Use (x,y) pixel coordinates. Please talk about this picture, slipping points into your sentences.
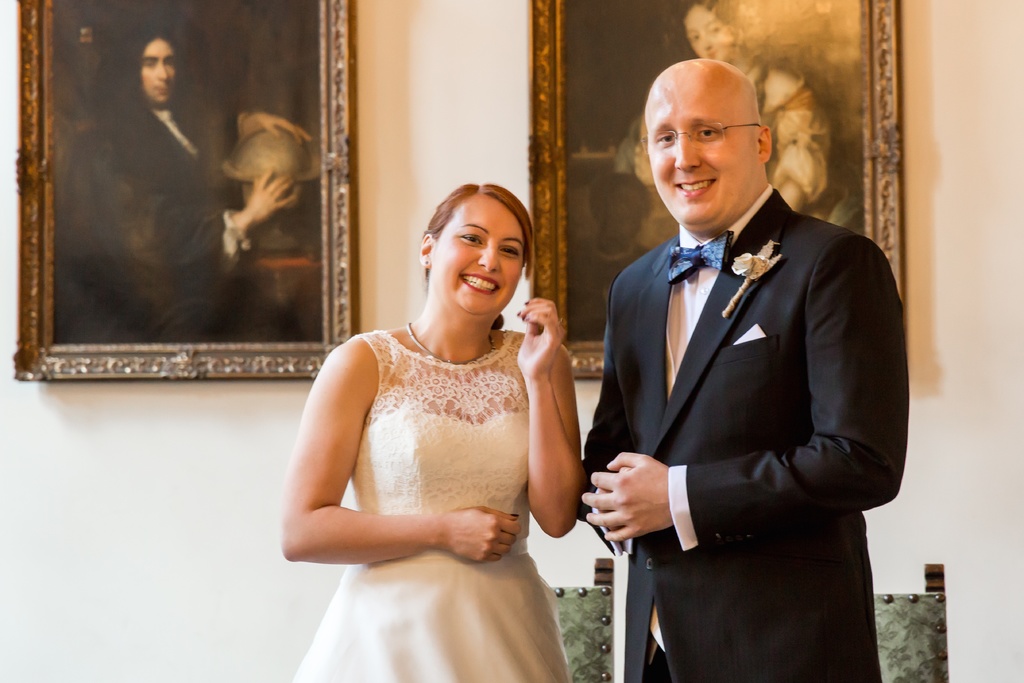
In this picture there is a man (735,408) who is wearing suit (752,349) and spectacle (671,144). Beside him there is a woman (549,305) who is wearing white dress (503,506). Both of them are smiling. Both of them were standing near to the chairs (938,621). In the back (204,247) there are two painting frames (553,149) which are hanged on the wall (489,71). In that painting (580,95) i can see the two persons (167,59).
